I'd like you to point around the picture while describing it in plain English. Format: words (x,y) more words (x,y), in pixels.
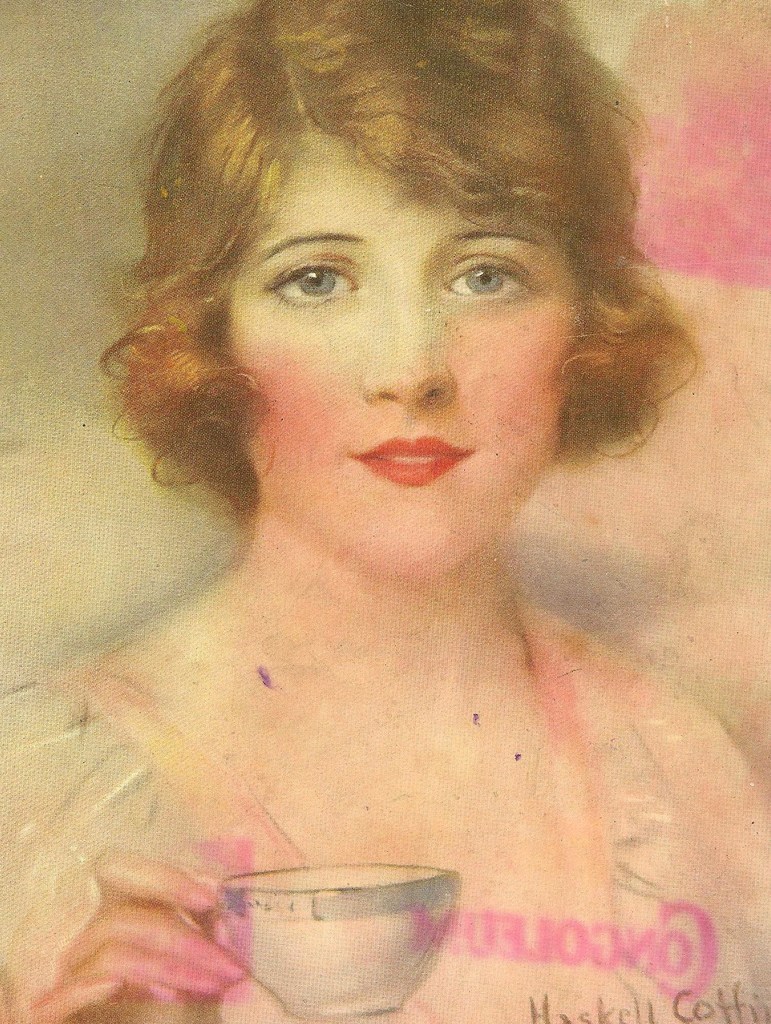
In the image there is a vintage painting (745,625) of a girl (378,551) holding a cup (374,950).
